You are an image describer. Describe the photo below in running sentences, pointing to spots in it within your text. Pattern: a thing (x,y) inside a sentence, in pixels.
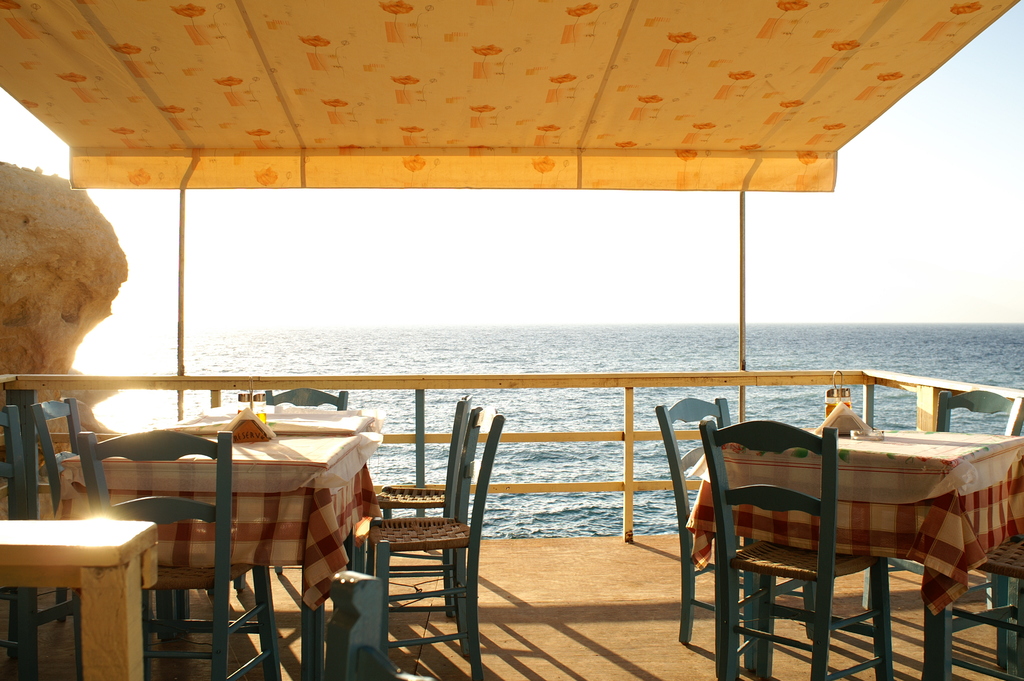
In the foreground (302,453) I can see tables (283,516), chairs (474,593), fence (585,488), some objects (239,397) on it In the background (593,520) I can see an ocean (578,520) and the sky (621,273). This image is taken may be near the ocean (905,347).
